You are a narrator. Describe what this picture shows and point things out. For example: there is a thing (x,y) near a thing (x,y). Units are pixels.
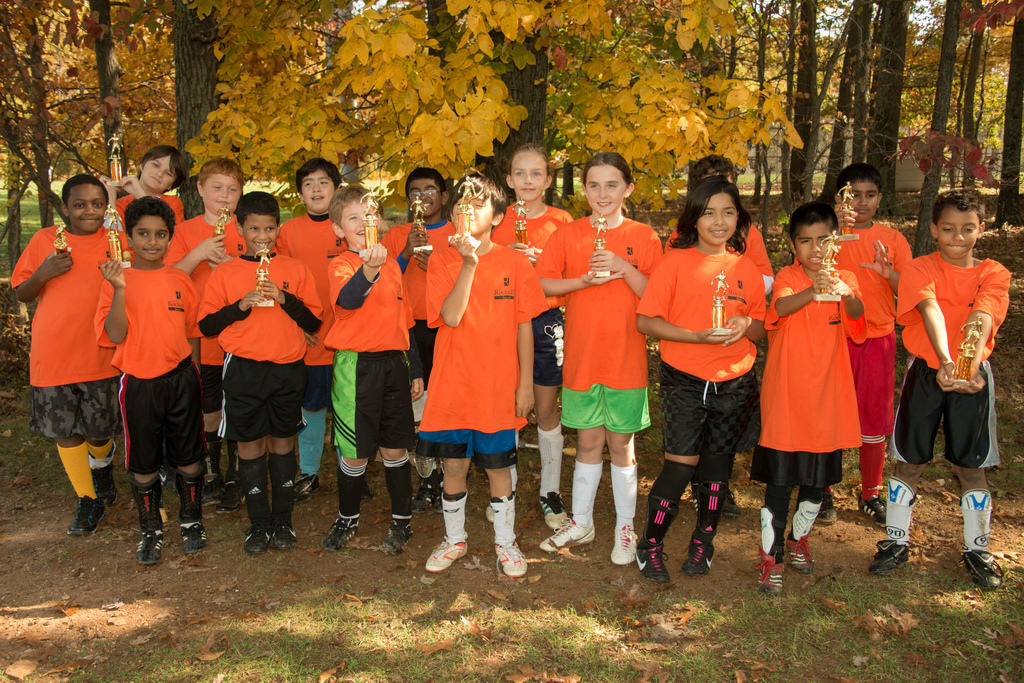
In this image I can see a group of people (405,293) holding the prizes (268,267) in their hands (107,180). In the background (873,120), I can see the trees (511,112).
